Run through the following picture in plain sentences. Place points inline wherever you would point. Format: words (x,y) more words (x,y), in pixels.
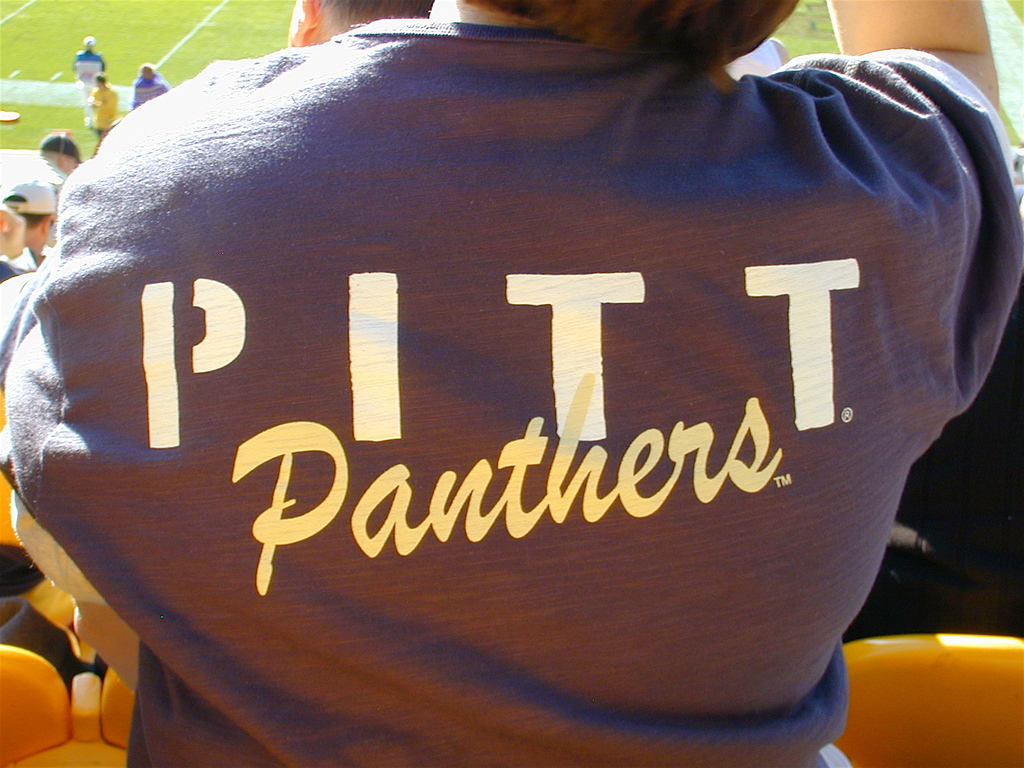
In the image few people (386,753) are standing. In front of them there are some chairs (994,719). In top left corner of the image (96,60) few people (138,88) are standing. Behind them there is grass (73,52).
